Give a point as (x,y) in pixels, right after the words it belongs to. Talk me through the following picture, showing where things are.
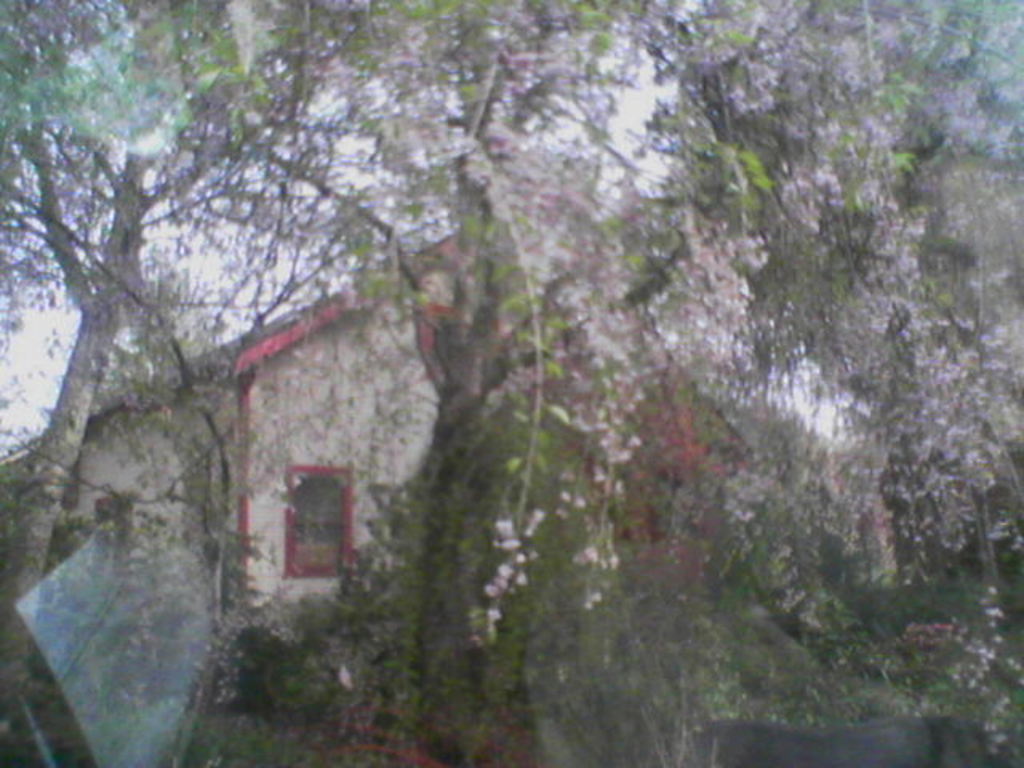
In this image there is a house (305,436) in the middle (361,440). In front of the house (323,349) there are trees (418,684). At the top (204,240) there is the sky (636,102).
